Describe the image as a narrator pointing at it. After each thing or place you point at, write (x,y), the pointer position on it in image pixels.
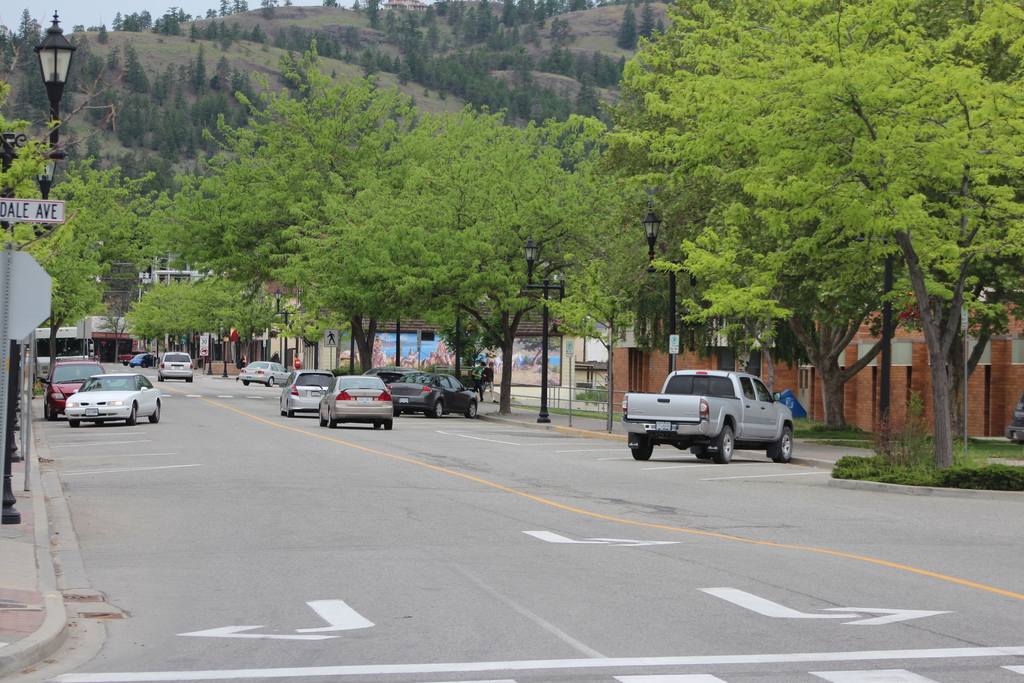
As we can see in the image there are vehicles (626,409), grass (860,443), buildings (850,382), street lamps (54,139), sign poles (23,303), trees (261,228) and hills (537,77).
